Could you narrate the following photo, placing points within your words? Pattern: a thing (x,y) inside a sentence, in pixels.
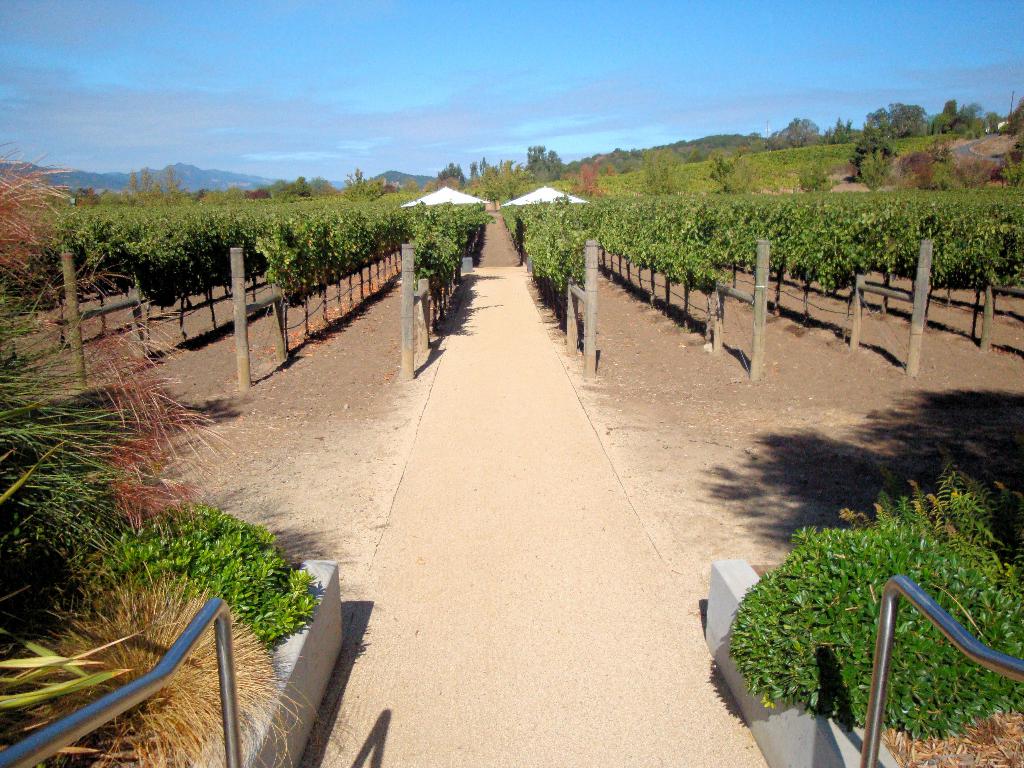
In this image we can see a group of plants (640,188). We can also see some poles (245,353), a fence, a pathway (534,396) and some tents (543,199). On the backside (573,188) we can see a group of trees (652,163), the mountains (184,168) and the sky (434,76) which looks cloudy.
